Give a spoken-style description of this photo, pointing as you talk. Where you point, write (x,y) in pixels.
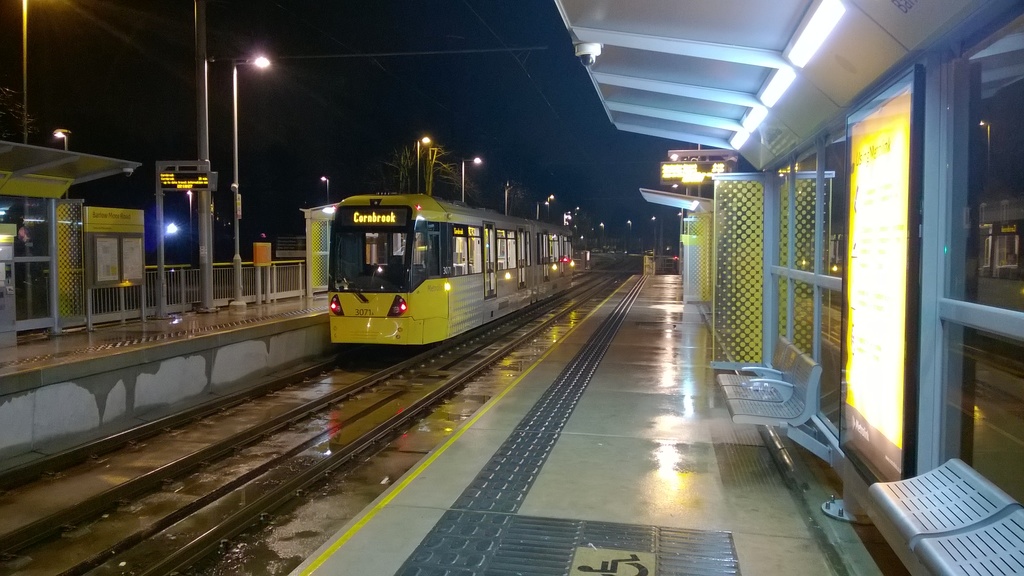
In this image, we can see a metro car (531,244) in between platforms (619,339). There are street lights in the middle of the image (579,206). There are benches (895,488) in the bottom right of the image (885,508). There is an advertisement board (899,251) on the right side of the image (886,259). There are lights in the top right of the image (771,92). At the top of the image (434,38), we can see the sky (324,14).
